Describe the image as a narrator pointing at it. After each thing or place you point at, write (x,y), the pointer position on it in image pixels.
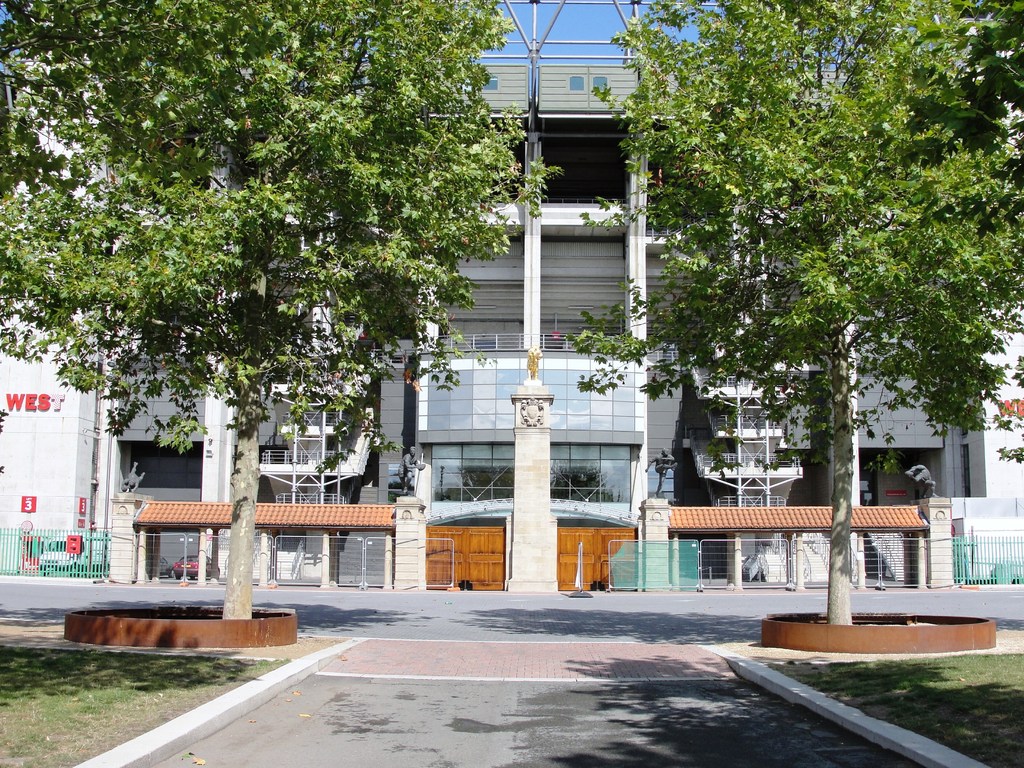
At the bottom (382,701) we can see road (475,701), trees (684,184) and grass (112,738) on the ground (24,763) on the left (32,715) and right side (890,264). In the background (384,581) there are fences (188,582), objects (194,571), roofs (274,527), doors (476,532), buildings (492,405), steps (344,466), glass doors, name boards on the walls (32,423), poles (595,45) and sky (580,30).
